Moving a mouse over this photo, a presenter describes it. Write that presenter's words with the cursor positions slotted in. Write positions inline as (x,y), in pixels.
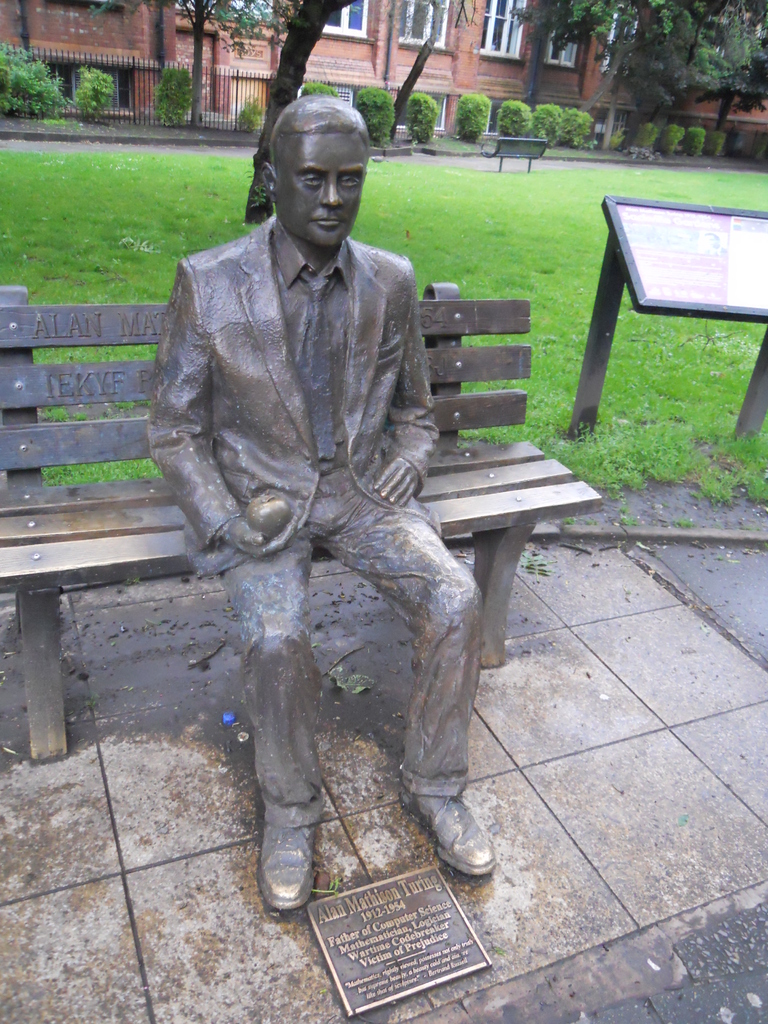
On the background (439,77) we can see building (354,56) with windows (118,81). This is a fence (243,75). we can see bushes (418,112), trees (663,24). This is a fresh green grass (512,209). Here we can see a statue (375,314) of a man (321,477) on a bench (19,454).
